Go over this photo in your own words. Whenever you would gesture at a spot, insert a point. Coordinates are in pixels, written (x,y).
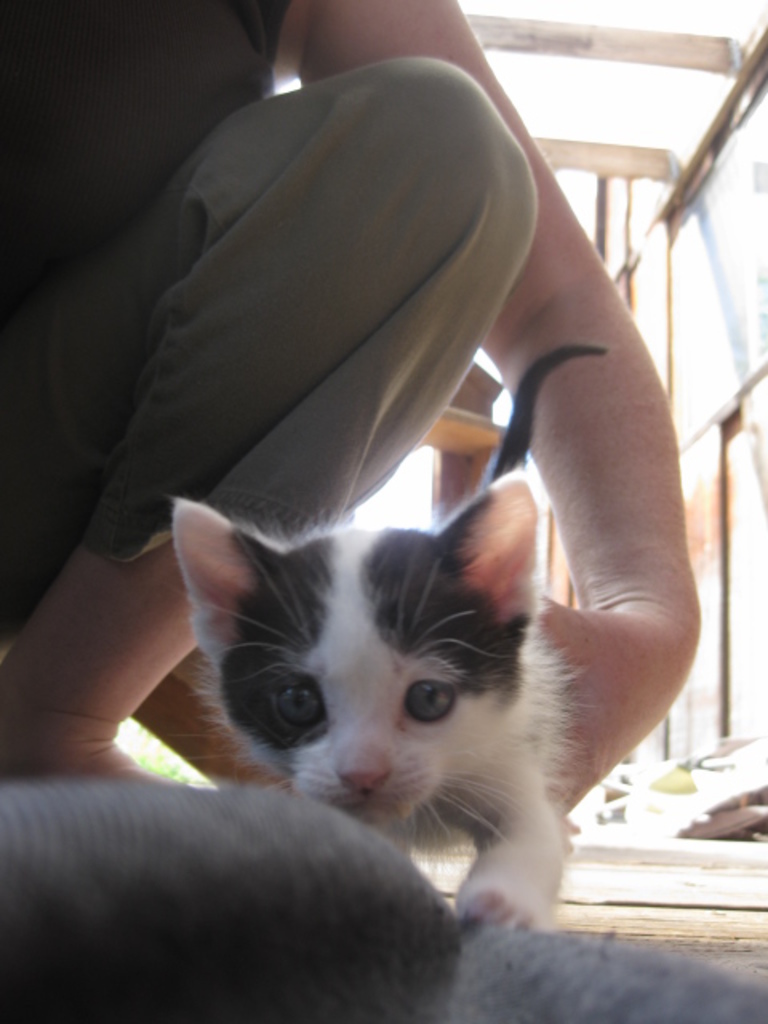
In this image I can see a person (411,296) and I can see that person (690,583) is holding white and grey colour cat (431,684).
